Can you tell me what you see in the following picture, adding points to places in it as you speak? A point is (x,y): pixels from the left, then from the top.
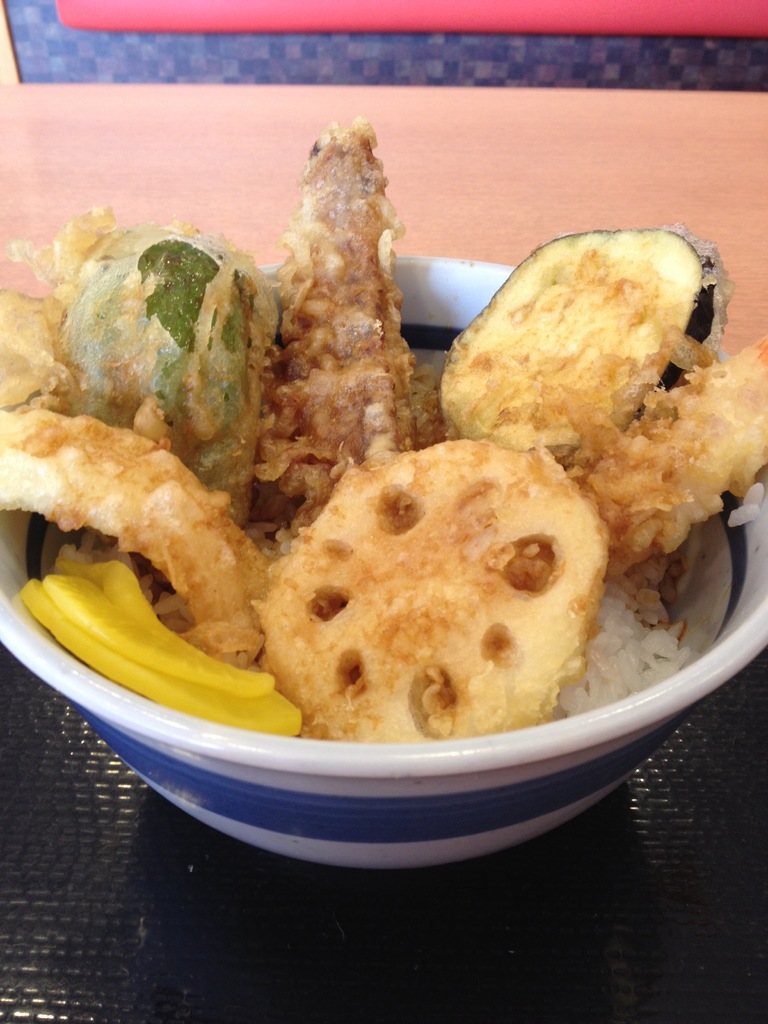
In this picture I can see a food item (572,558) in a bowl (27,575), on the table (151,1010), and in the background (321,17) there is an object (512,28).
